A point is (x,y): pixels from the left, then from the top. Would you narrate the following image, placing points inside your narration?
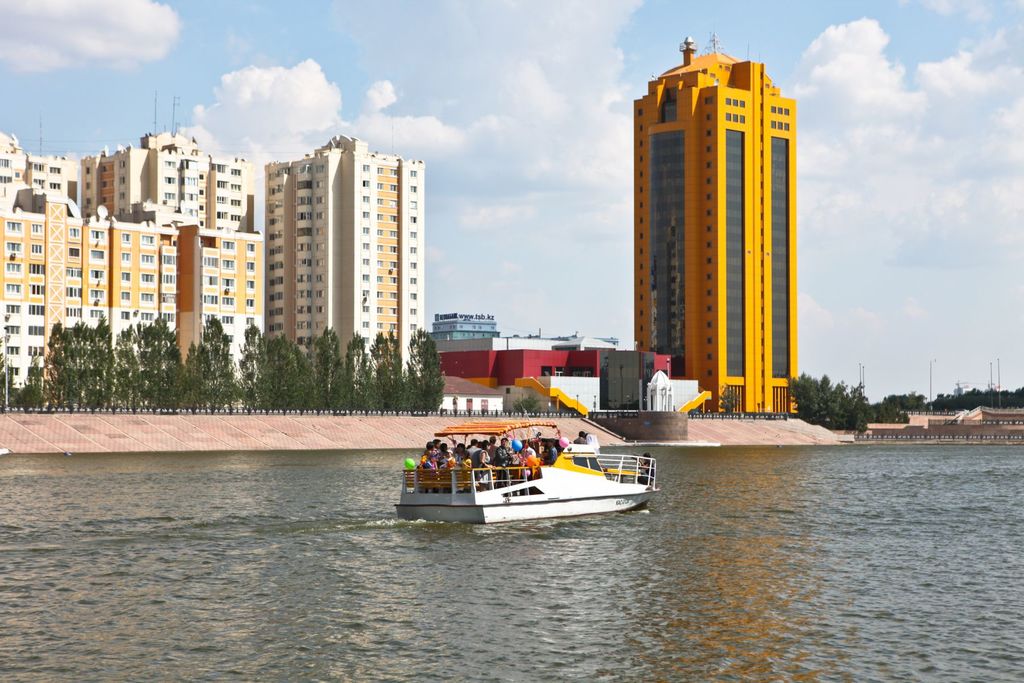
In this picture I can see few people (482,462) boating on the water surface (571,560), side there are some buildings (176,326) and trees (138,331).
